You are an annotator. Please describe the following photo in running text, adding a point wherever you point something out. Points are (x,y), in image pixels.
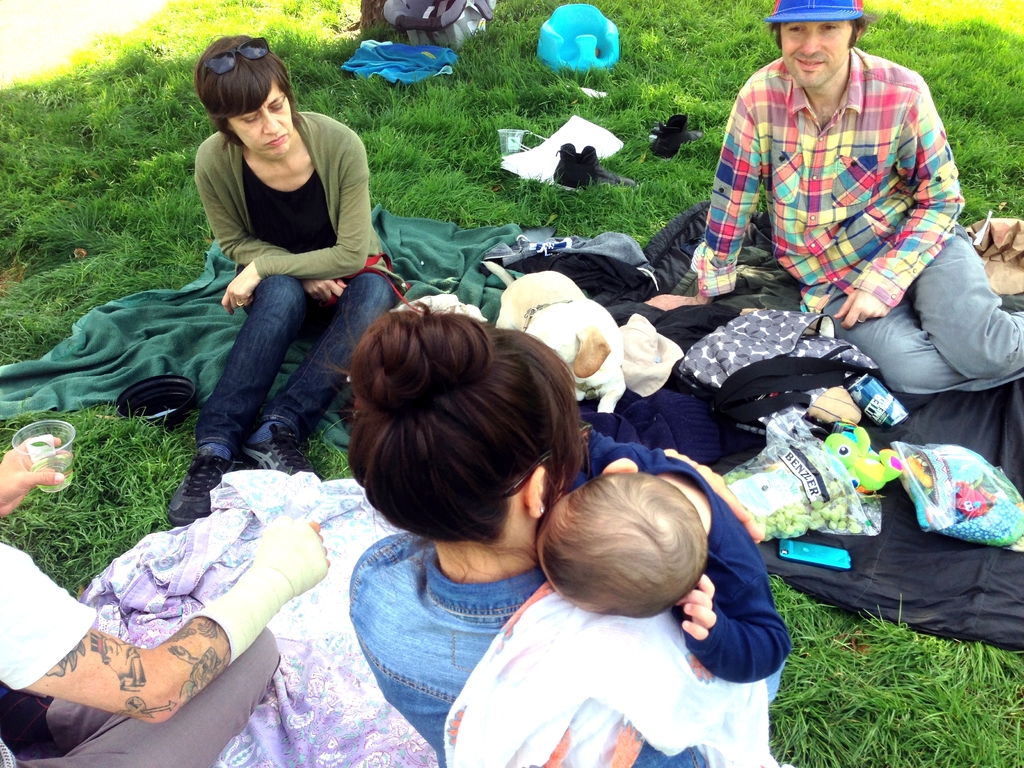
In this image there are people (577,431) sitting on the mats (845,536). Beside them there are a few objects (798,445). At the bottom of the image (14,516) there is grass (502,107) on the surface (493,100).
